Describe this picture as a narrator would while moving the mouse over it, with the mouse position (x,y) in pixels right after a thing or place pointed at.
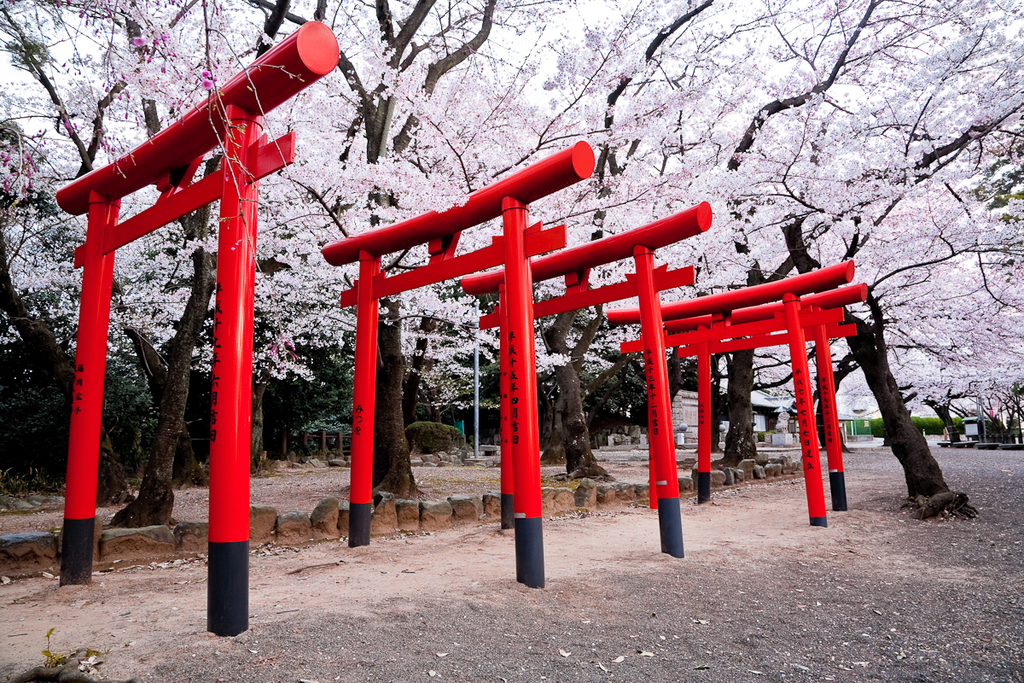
In the center of the image (506,435) an arch (356,361) is present. In the background of the image (758,116) trees (707,112) are present. In the middle of the image (460,435) a plant (439,445), rocks (427,522) are there. At the bottom of the image (819,609) ground (839,610) is present.
